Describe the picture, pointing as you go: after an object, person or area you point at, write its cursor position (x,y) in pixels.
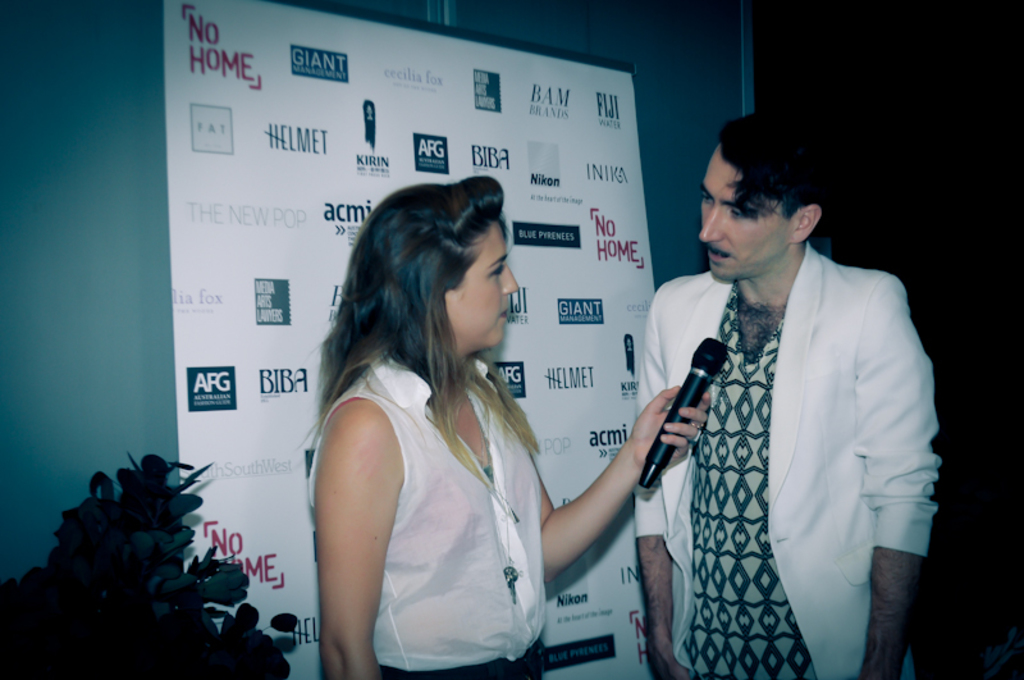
In this picture there are two people (587,545) standing on the floor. The women (452,547) in white dress (459,534) holding the microphone (659,440) on the man (803,415) in white shirt (808,385) is looking the women (489,382). Background of this people (453,404) there is a banner (446,178). The banner (352,180) is in white color.
